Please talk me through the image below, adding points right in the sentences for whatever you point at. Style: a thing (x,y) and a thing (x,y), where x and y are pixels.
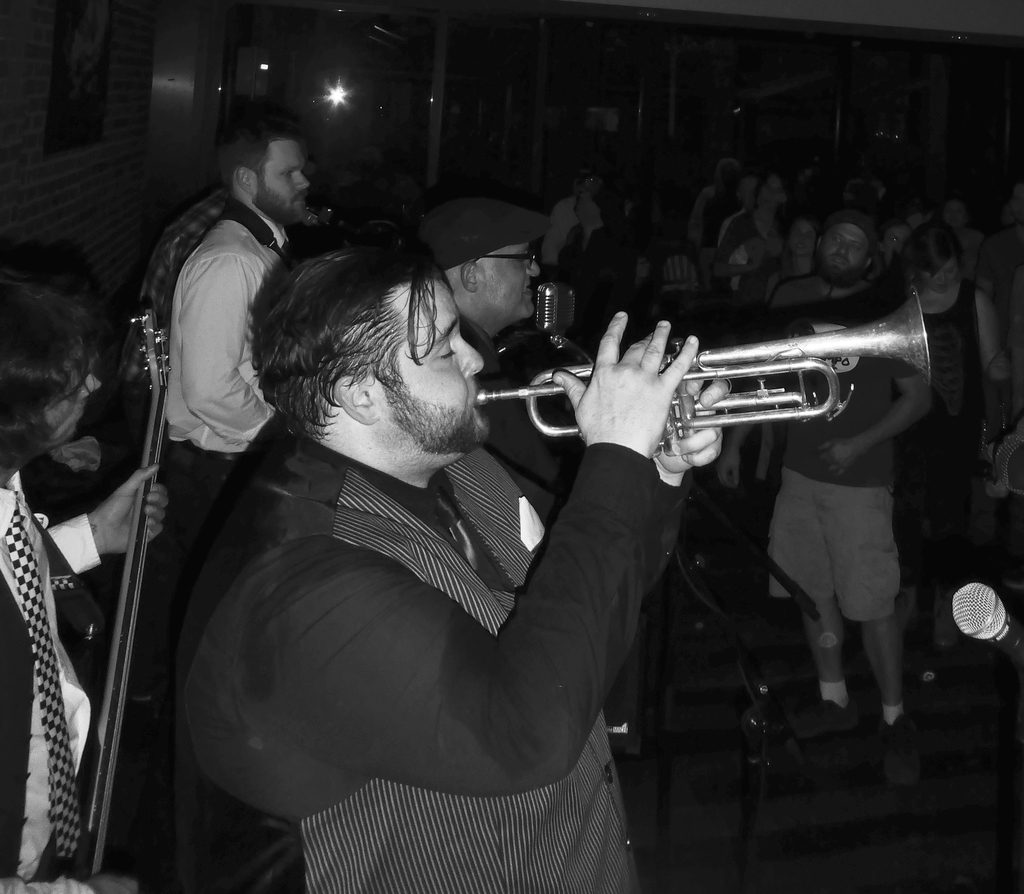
In this image we can see a group of persons (473,474). In the foreground (372,518) we can see the persons (339,742) playing musical instruments (548,385). We can see a mic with a stand (554,336). In the top left (55,182), we can see a wall (108,137). On the right side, we can see a mic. The background of the image (600,139) is dark.
